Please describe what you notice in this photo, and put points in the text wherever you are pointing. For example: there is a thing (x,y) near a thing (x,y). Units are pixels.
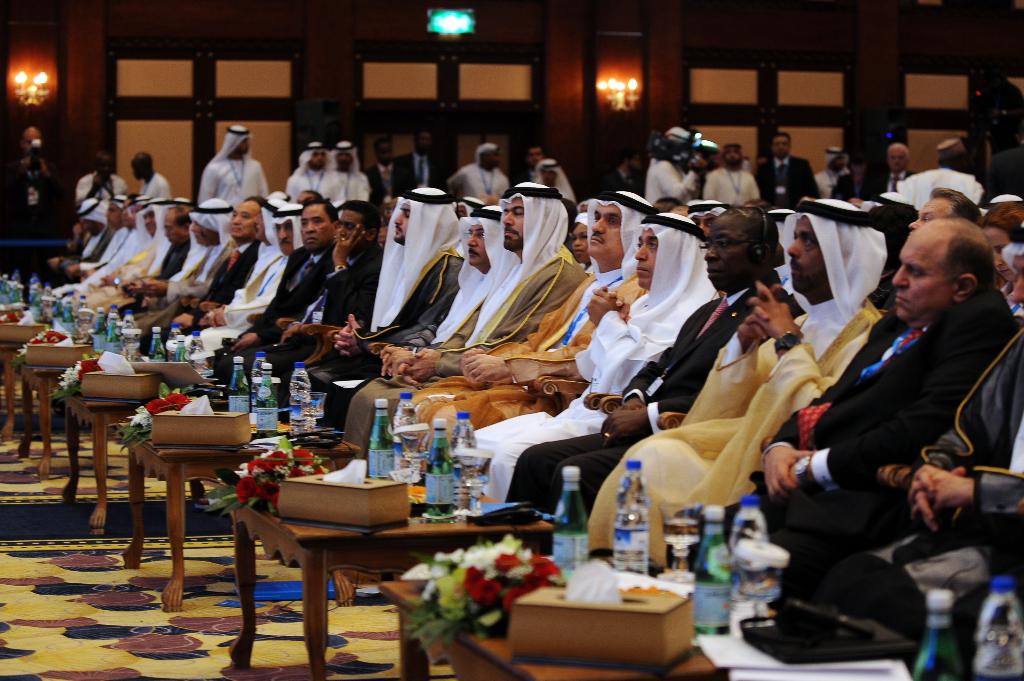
In this image there are group of persons (575,224) who are sitting in the chairs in front of them there are water bottles (563,528), flower bouquet (519,568), tissues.
